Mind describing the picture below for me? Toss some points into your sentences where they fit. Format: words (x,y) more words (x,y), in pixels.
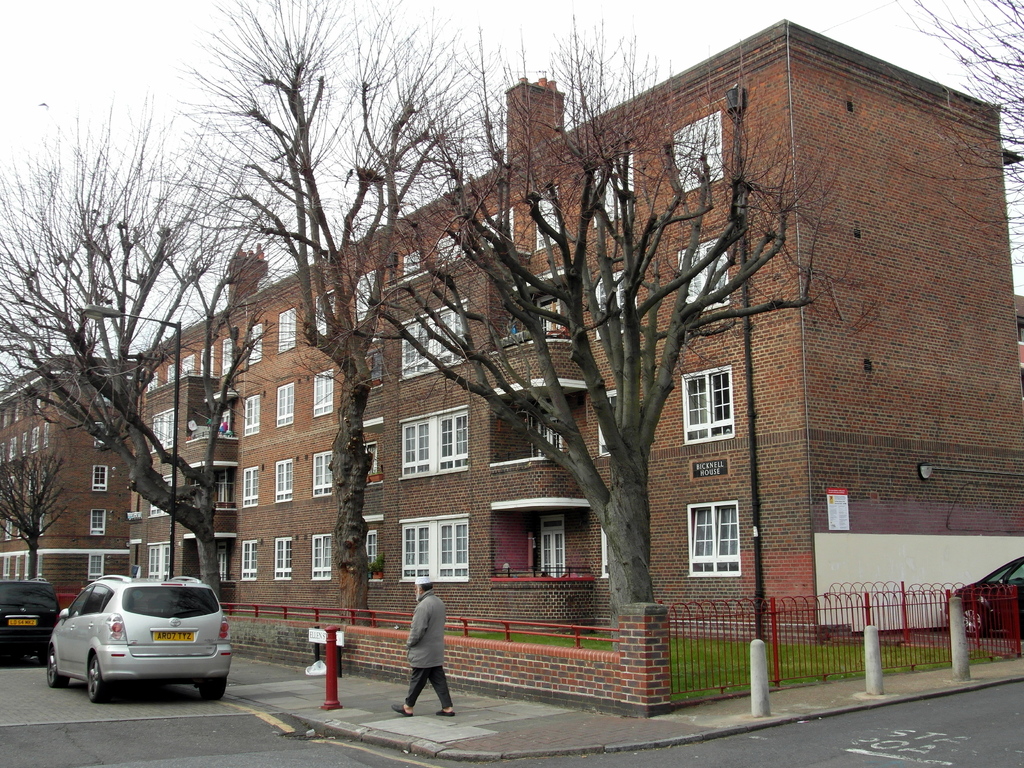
In this image there are buildings (581,404) on the right side (840,401). In front of the buildings (248,470) there are tall trees (539,442). At the top (683,23) there is sky (627,79). At the bottom (115,712) there is a road (134,695) on which there are two cars (71,633). Beside the road (225,755) there is a footpath (453,695) on which there is a man (427,669). On the right side (826,655) there is a fencing (707,651) around the building (669,457).
